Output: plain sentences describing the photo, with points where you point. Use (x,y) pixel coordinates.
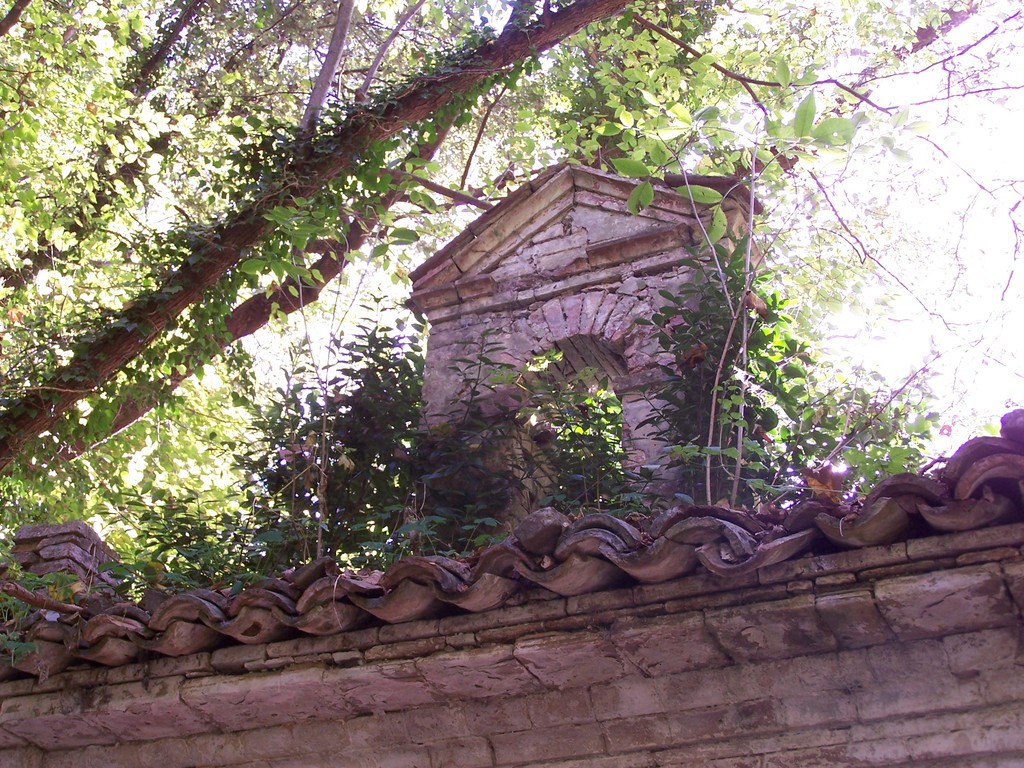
In this picture we can see wall (650,292), rooftop (956,458), leaves (716,327), branches (229,320) and stems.
